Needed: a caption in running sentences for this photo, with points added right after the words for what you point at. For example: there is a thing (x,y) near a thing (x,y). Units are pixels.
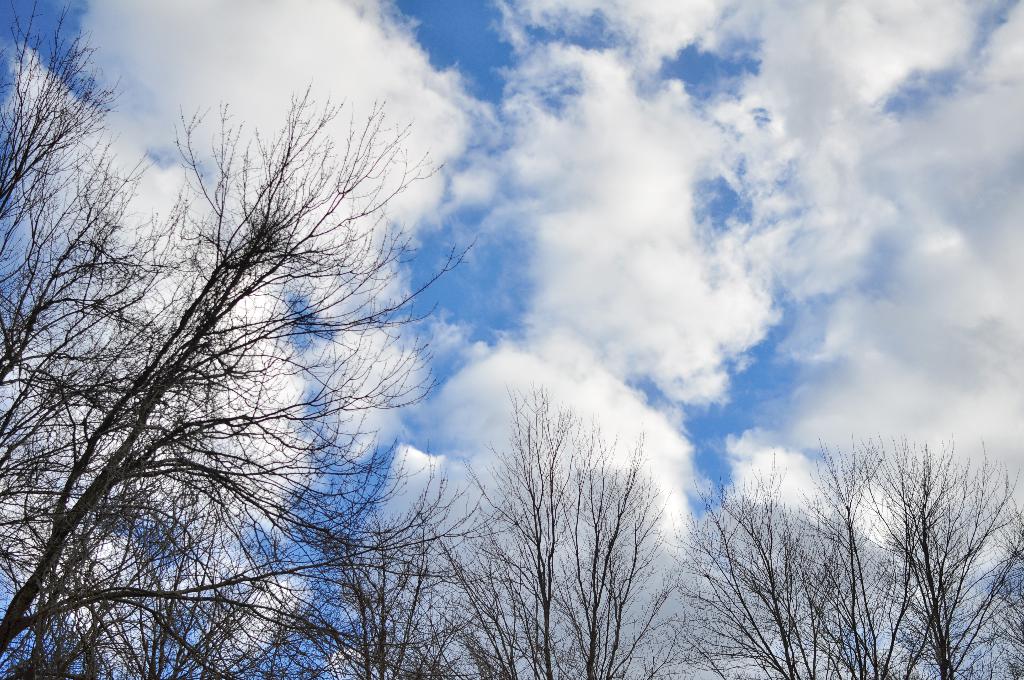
At the bottom of the picture (411,607), we see the trees (570,627). In the background (458,275), we see the clouds (530,224) and the sky (470,303), which is blue in color.
